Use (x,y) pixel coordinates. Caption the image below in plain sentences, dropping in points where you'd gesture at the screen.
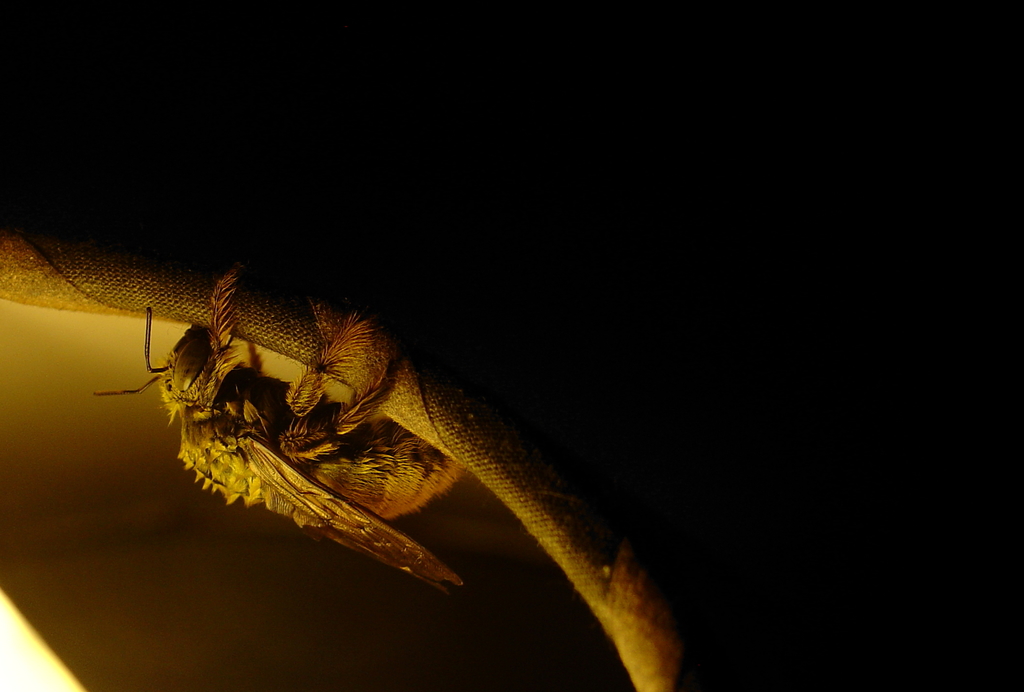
In this image there is an insect (335,370) laying on some surface (396,367).
